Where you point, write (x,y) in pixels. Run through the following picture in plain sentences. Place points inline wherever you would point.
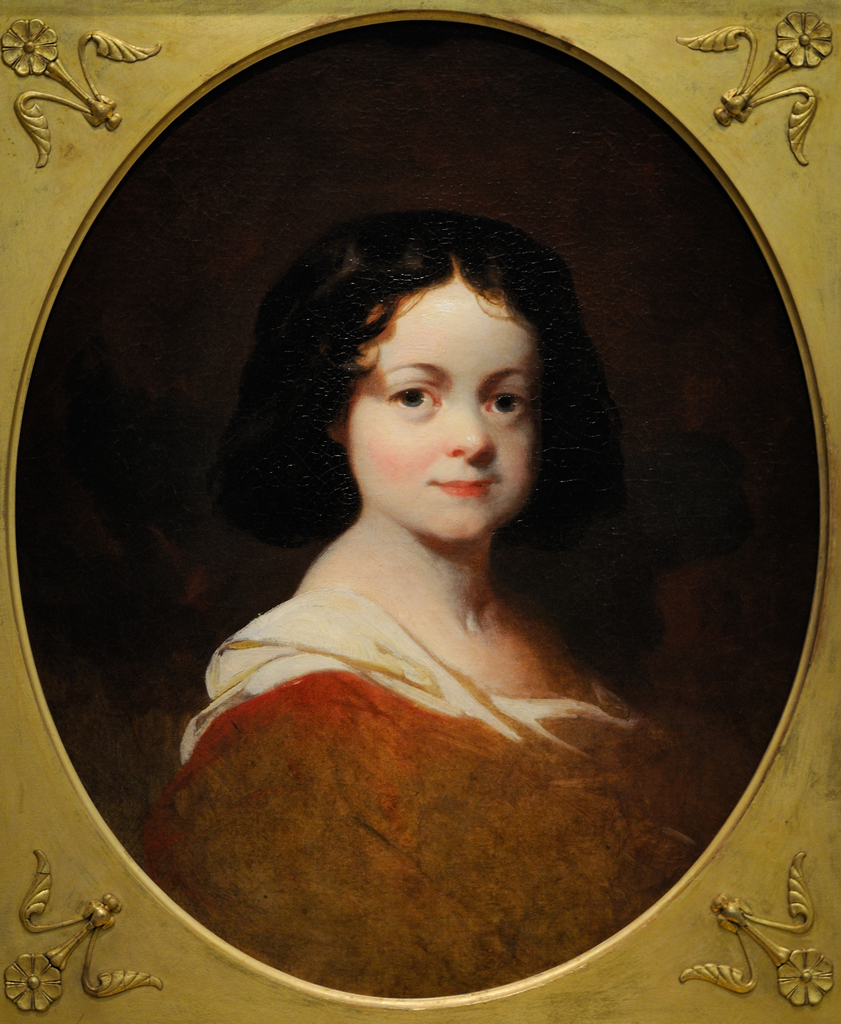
In this image there is a photo frame (176,997) in which there is a girl (419,518). There are flowers (48,62) on the four sides of the frame (81,962).
